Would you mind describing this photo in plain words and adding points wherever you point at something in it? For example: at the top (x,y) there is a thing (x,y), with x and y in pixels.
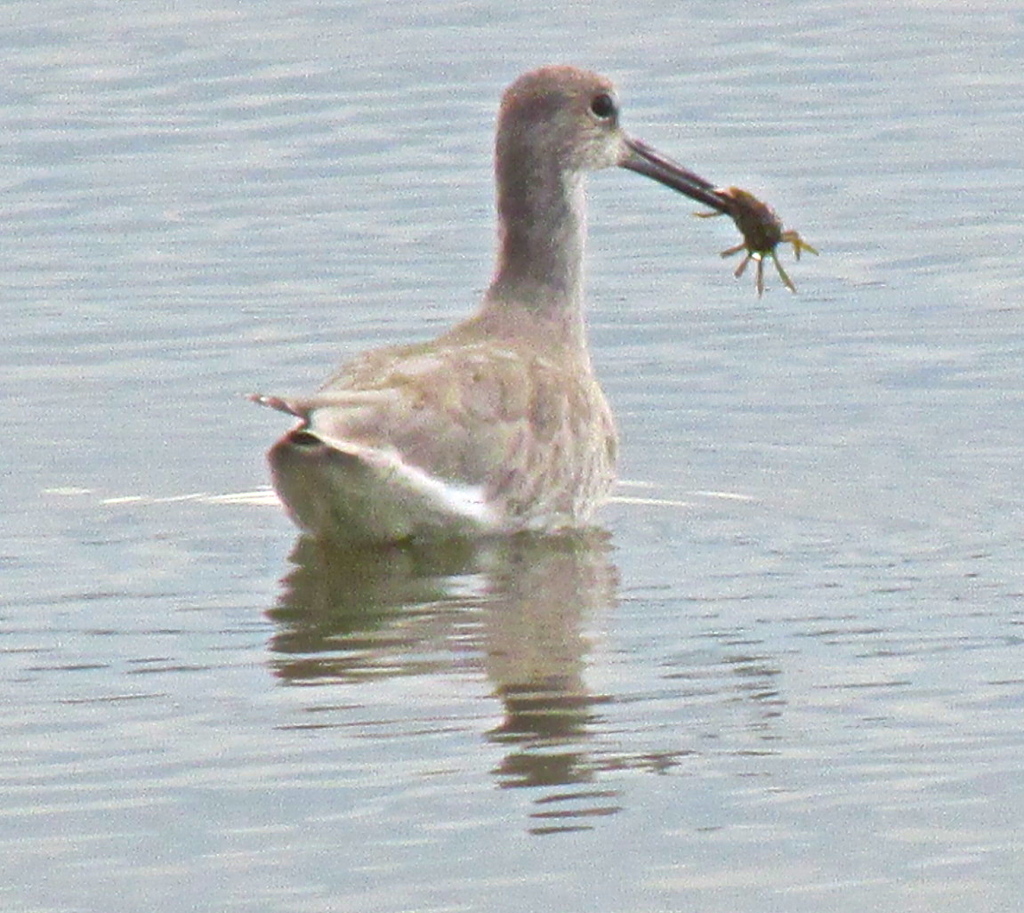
In this image we can see a bird (407,517) in the water (430,583) and there is a crab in the bird's mouth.
